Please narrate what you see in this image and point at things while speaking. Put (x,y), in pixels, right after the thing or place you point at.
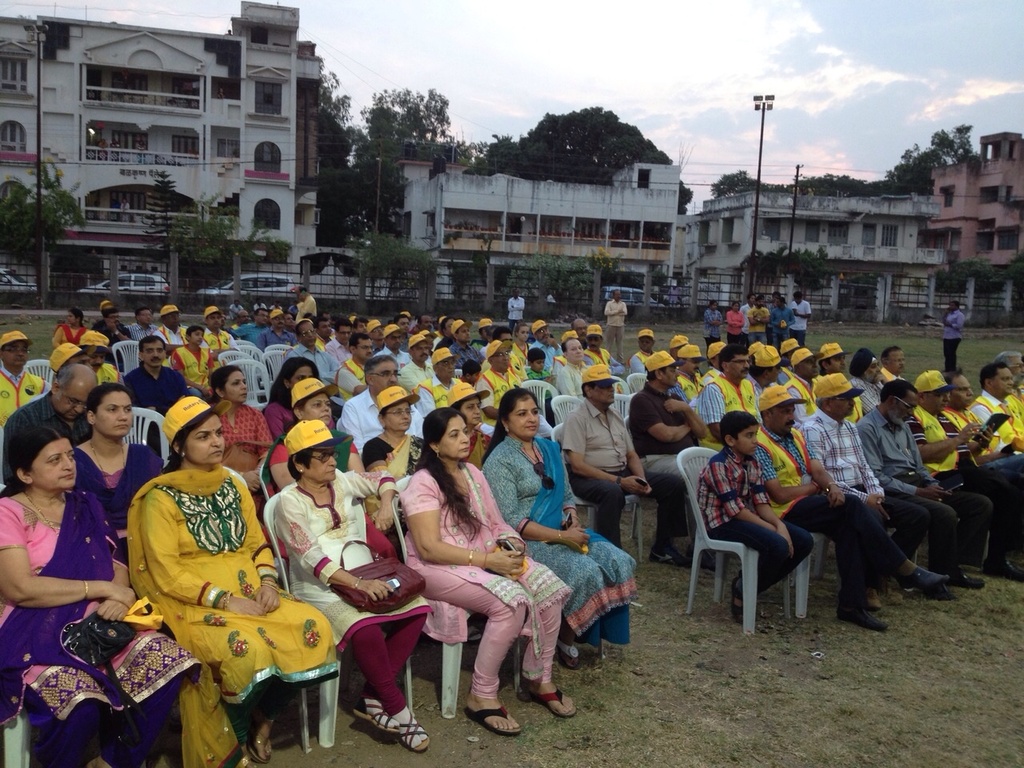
In this image I can see a group of people (66,443) sitting on the chairs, they are wearing yellow color caps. Background (94,242) I can see few vehicles (295,277), trees (573,274) in green color, few buildings (546,207), and sky (621,82) in blue and white color.
